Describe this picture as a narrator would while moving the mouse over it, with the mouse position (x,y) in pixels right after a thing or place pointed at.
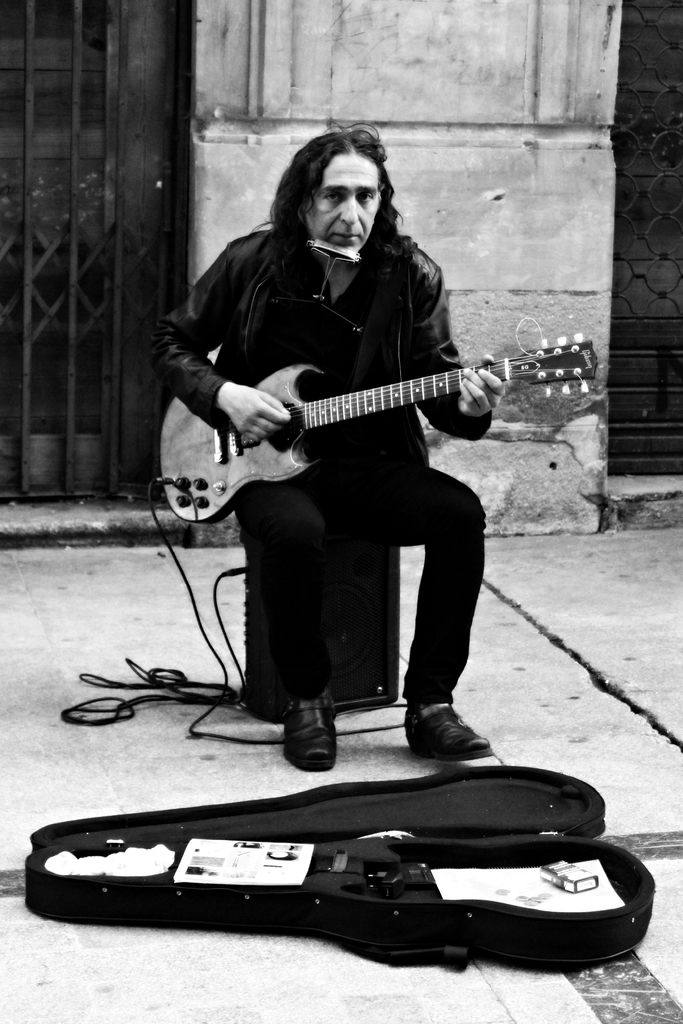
a person (375,492) is sitting and playing guitar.
